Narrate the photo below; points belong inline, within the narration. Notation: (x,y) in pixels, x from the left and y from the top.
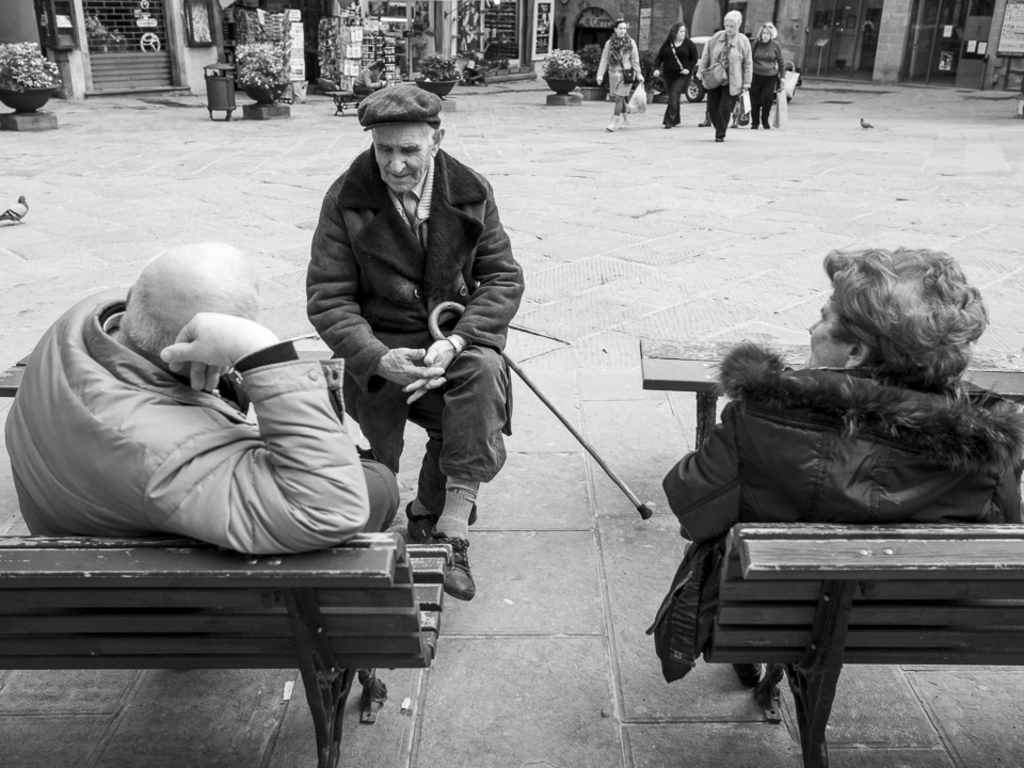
This is a black and white picture. Here we can see three persons (697,498) are sitting on the bench (1016,642). This is road (660,202). There are plants (277,67) and here we can see some persons (637,72) are walking on the road (654,224). There is a bin (212,97) and this is pillar (885,42).
